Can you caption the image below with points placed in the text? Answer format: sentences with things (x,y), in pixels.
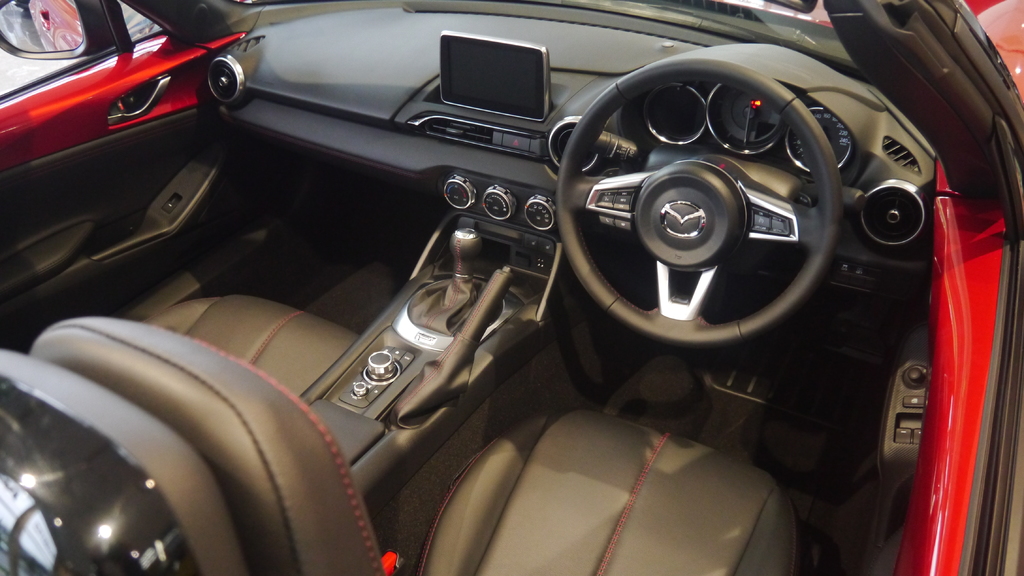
This picture is clicked inside the red color car (949,326). In the foreground (336,411) we can see the seats (562,529), steering wheel (691,175) and many other objects (503,74) of the car (444,215). On the left corner (95,94) we can see the door (118,67) and a mirror (64,34).
